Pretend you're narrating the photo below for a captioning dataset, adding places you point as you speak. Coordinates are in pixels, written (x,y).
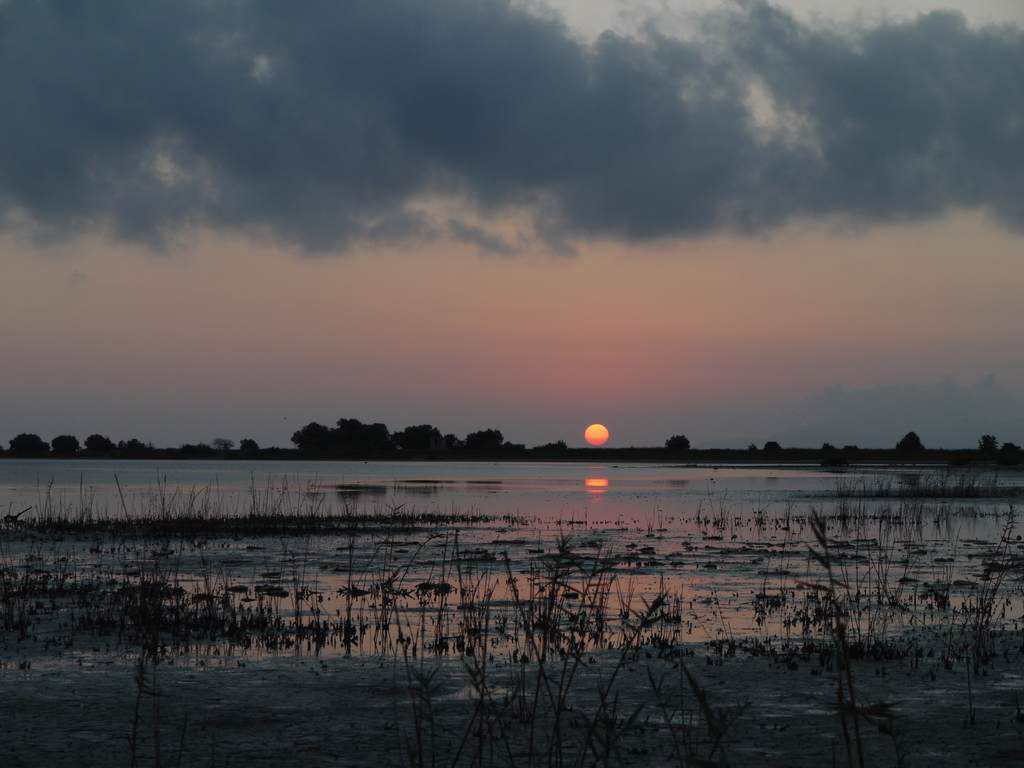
In this image I can see the water (507,477), background (358,438) I can see trees (394,448). I can also see the sun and the sun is in orange and yellow color and the sky (647,326) is in white and gray color.
